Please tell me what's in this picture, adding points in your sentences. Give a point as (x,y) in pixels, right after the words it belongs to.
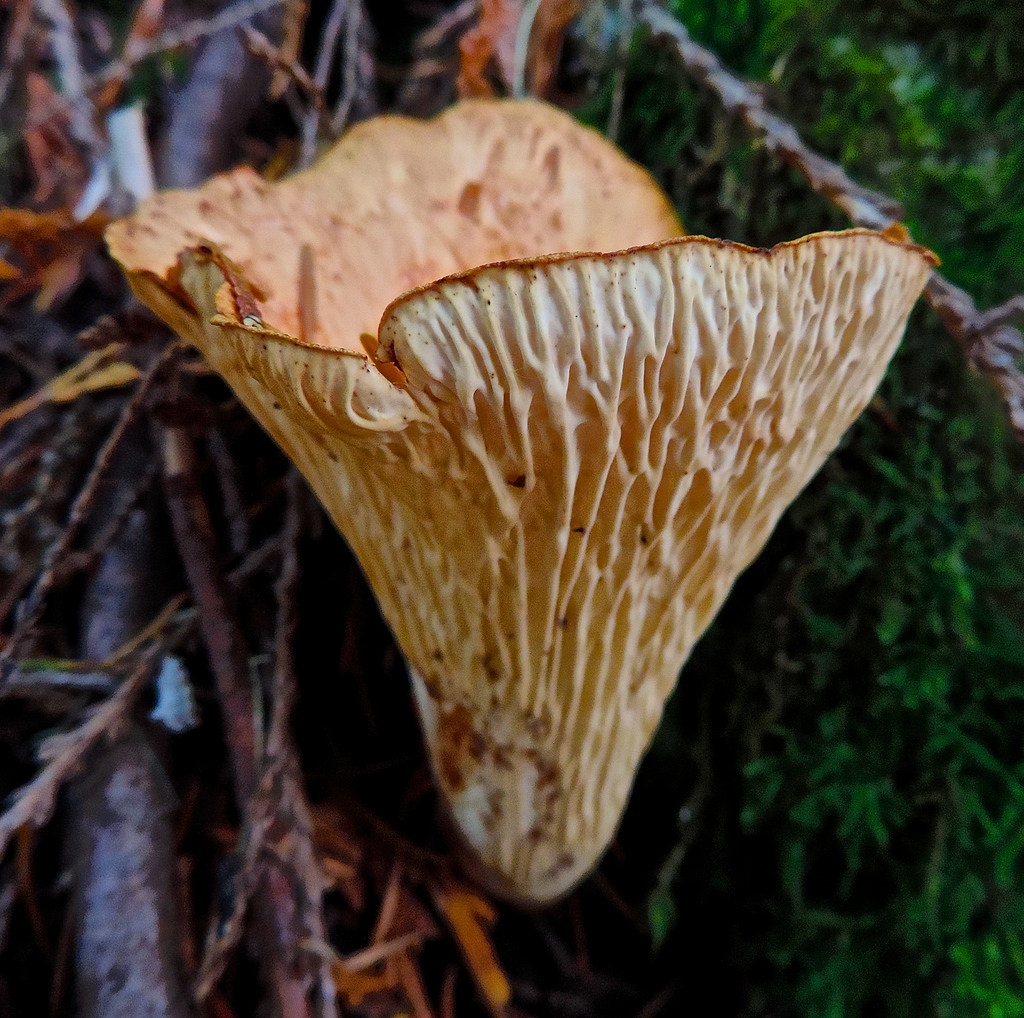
In this image there is like a mushroom (595,599), behind that there is moss (938,654) and some dry sticks (137,673).
